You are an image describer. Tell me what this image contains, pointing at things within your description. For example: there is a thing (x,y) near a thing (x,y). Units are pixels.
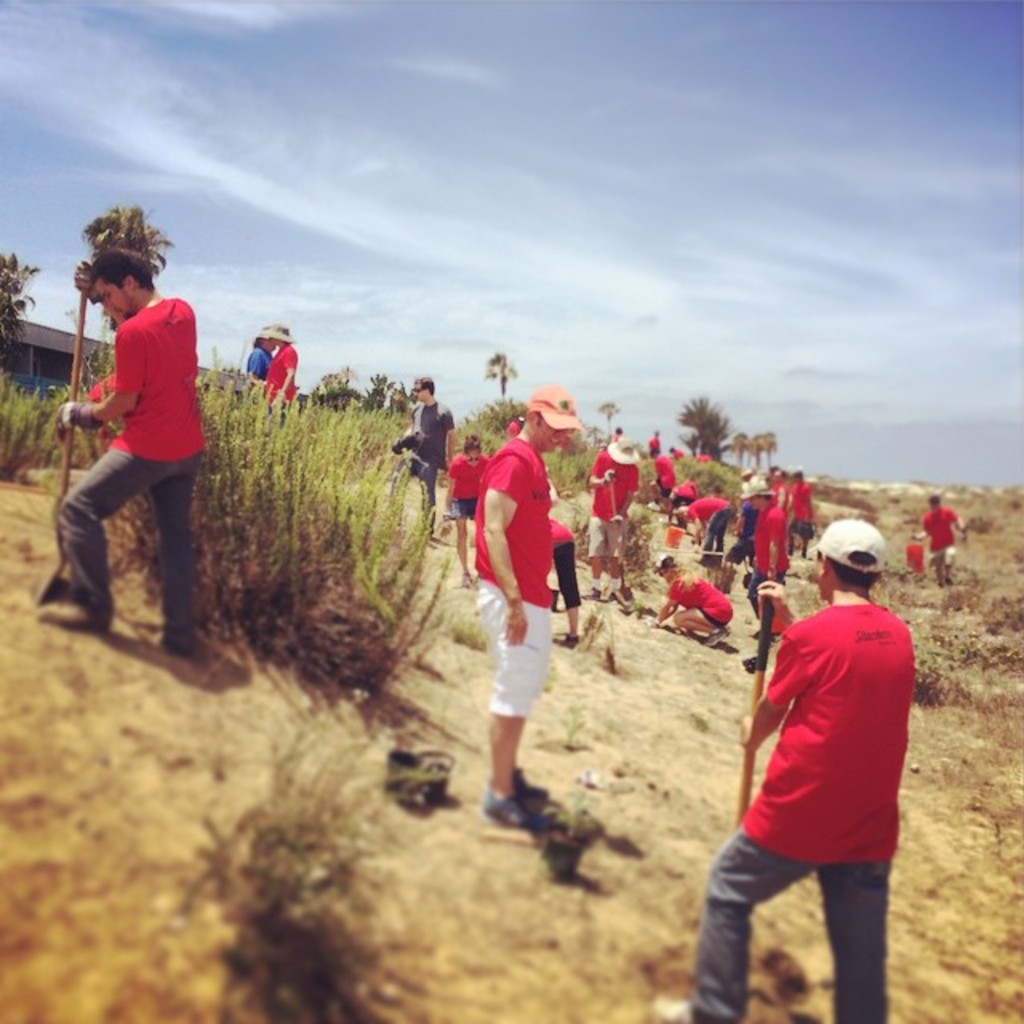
In this image I can see few people (835,665) standing. In front (848,791) the person (833,791) is wearing red and gray color dress (781,797) and holding the stick (753,761). In the background (706,354) I can see few trees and plants (947,683) in green color and the sky (459,195) is in white and blue color.
